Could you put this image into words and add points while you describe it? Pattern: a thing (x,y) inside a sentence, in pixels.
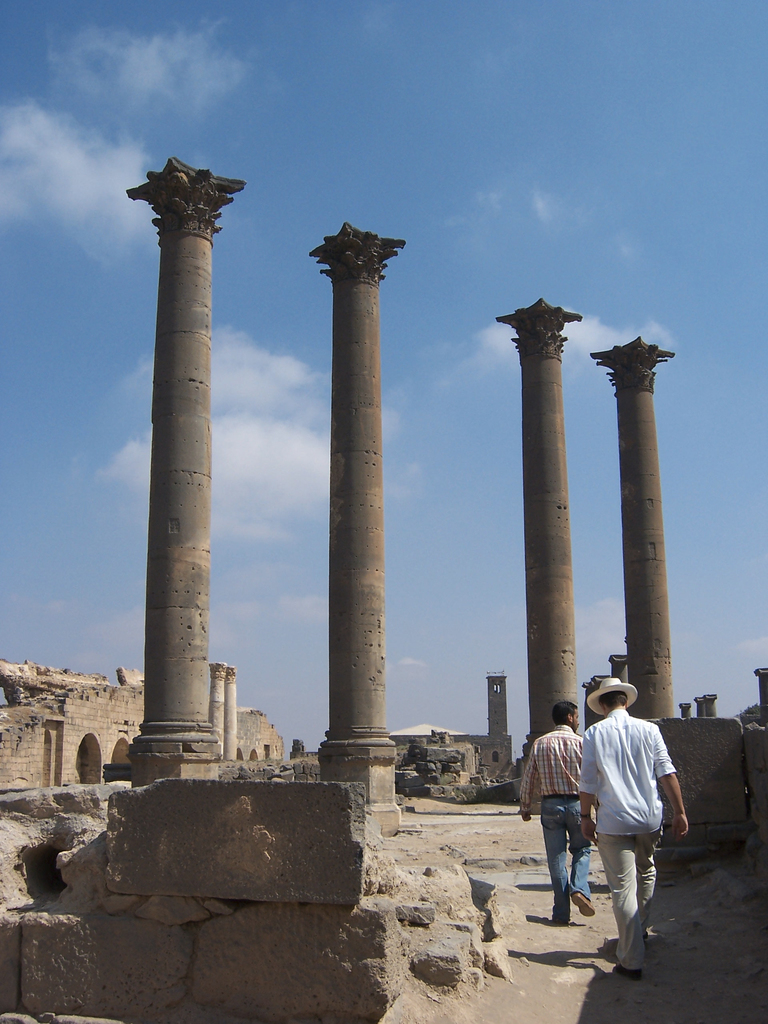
In the image there are two men (645,728) standing and walking on the floor (469,866), in the back (211,187) there are four huge pillars (182,683) with buildings (10,724) behind it and above its sky (368,122) with clouds (89,179).
